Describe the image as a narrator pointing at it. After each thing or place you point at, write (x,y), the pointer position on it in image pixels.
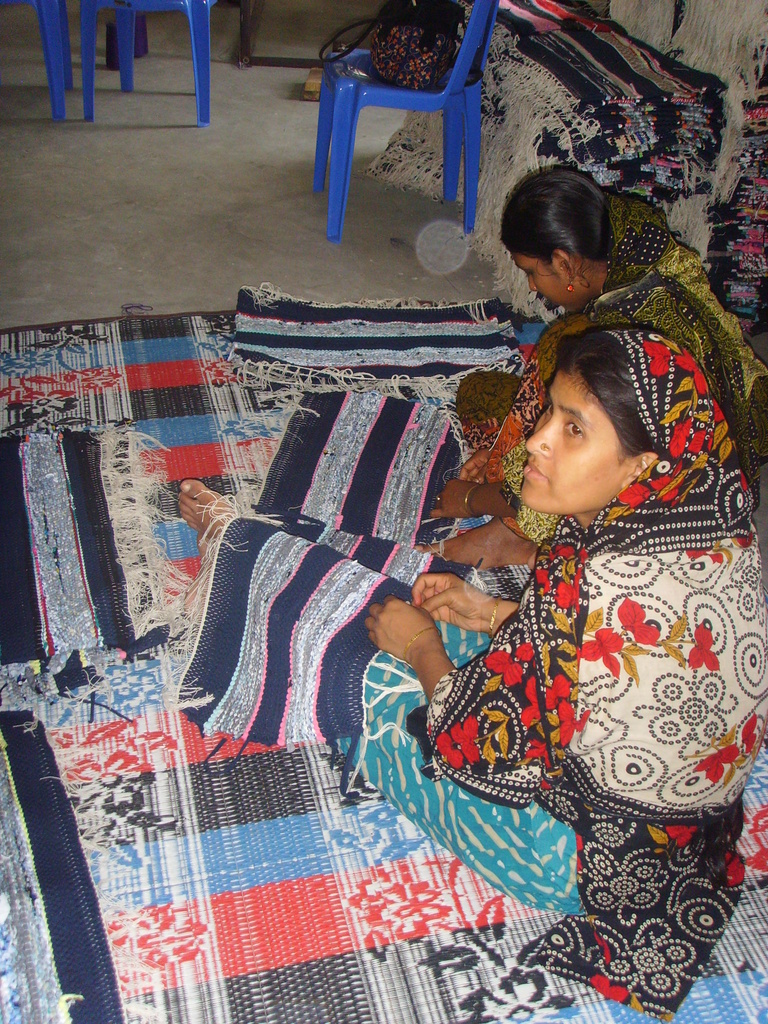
On this blue chair (343,100) there is a bag (419,56). These are mats (636,171). This woman's (608,488) are sitting on mat (348,834) and holding this mats (426,464).
